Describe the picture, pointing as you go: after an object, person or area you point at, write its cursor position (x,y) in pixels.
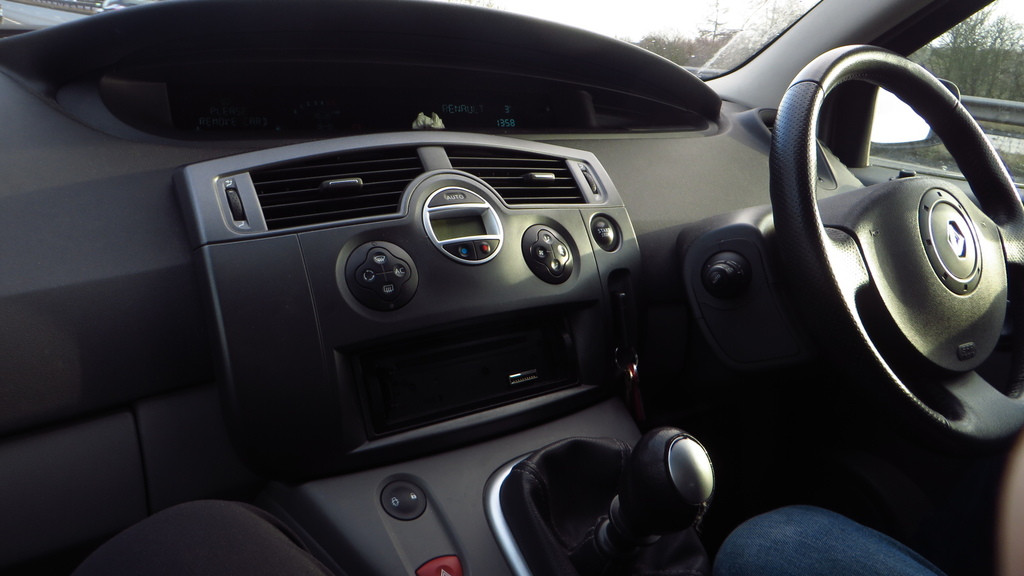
In this image we can see an inside view of a vehicle (932,218). On the right side of the image (850,552) we can see a person (886,550), steering wheel (973,369), group of buttons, gear rod (660,474). In the background (986,112), we can see mirror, metal barrier (1000,112), group of trees (1017,71) and the sky (680,17).
